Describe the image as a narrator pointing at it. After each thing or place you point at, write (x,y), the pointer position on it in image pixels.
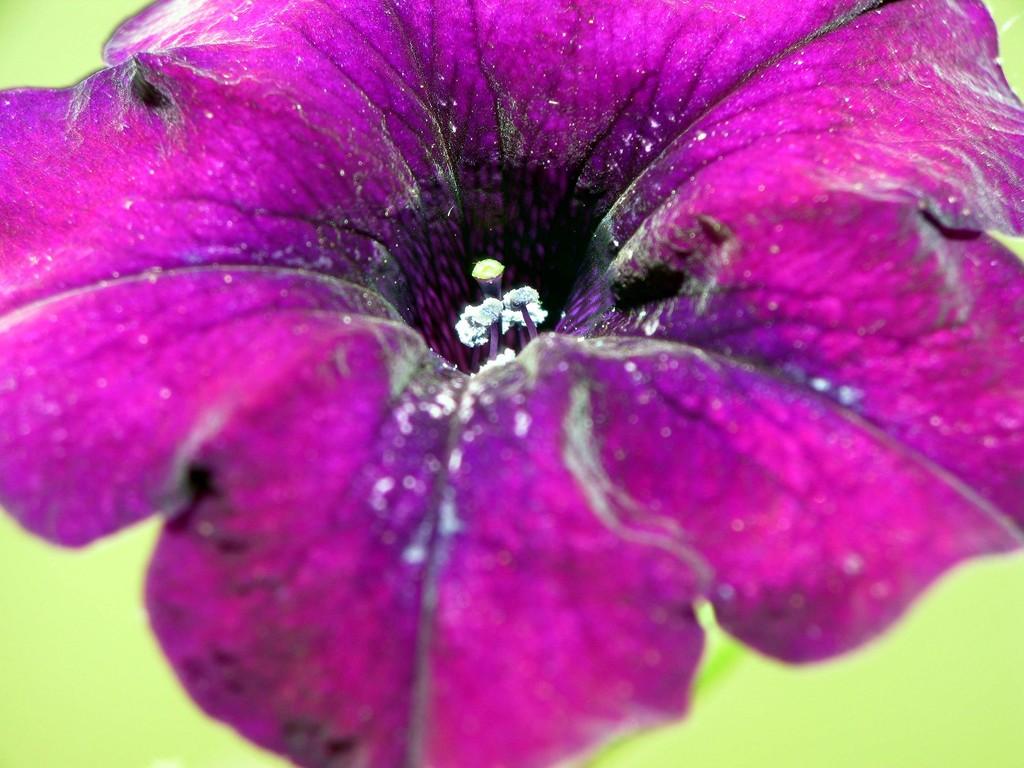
In this image I can see a pink color flower (603,459) and green color background (830,692). This image is taken may be during a day.
